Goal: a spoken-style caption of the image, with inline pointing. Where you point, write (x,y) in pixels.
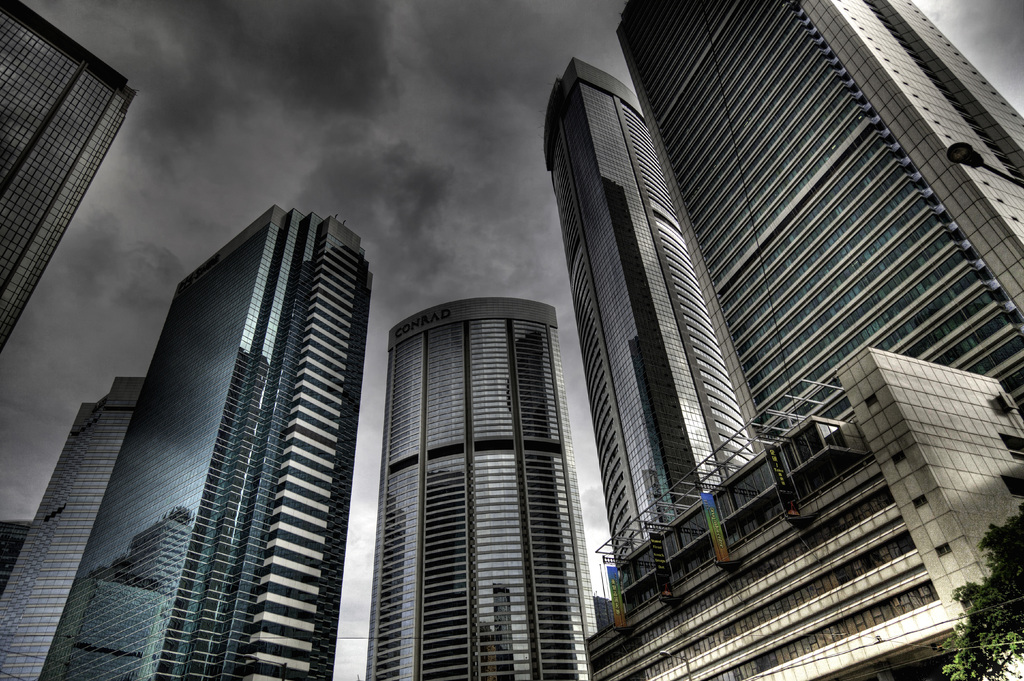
In this image, we can see some buildings (839,361). We can also see some leaves (967,649) on the bottom right (986,601). We can see some wires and the sky (427,194) with clouds (427,194). We can also see the reflection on one of the buildings (294,313).
